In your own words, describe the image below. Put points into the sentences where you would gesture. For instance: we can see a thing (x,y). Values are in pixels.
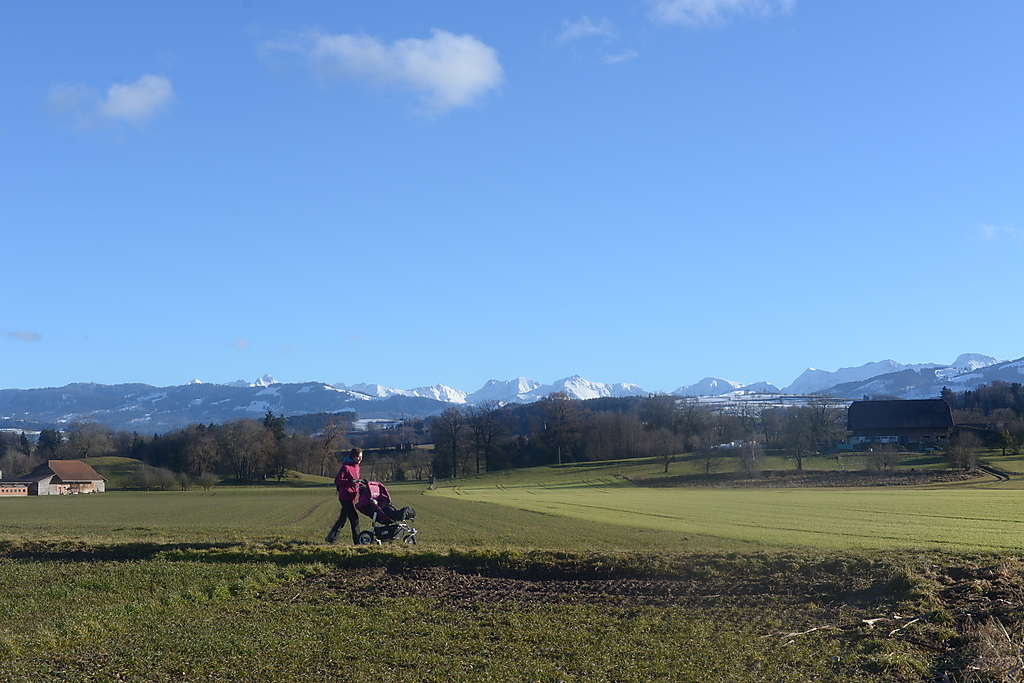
In this image I can see the person (349,507) with the dress (349,507) and holding the stroller (380,519). The person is standing on the grass (322,580). In the background (604,452) I can see the houses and many trees (229,468). In the background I can see the mountains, clouds (575,42) and the sky (531,313).
